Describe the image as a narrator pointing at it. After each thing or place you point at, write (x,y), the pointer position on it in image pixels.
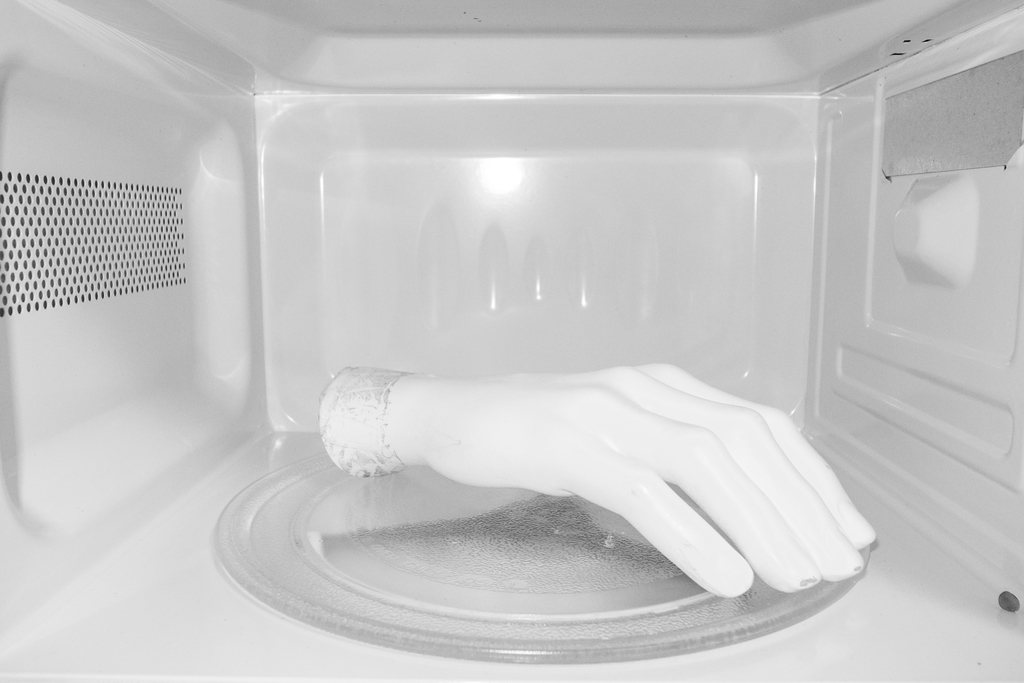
In this image we can see hand (444,416) in a microwave oven (539,299).
